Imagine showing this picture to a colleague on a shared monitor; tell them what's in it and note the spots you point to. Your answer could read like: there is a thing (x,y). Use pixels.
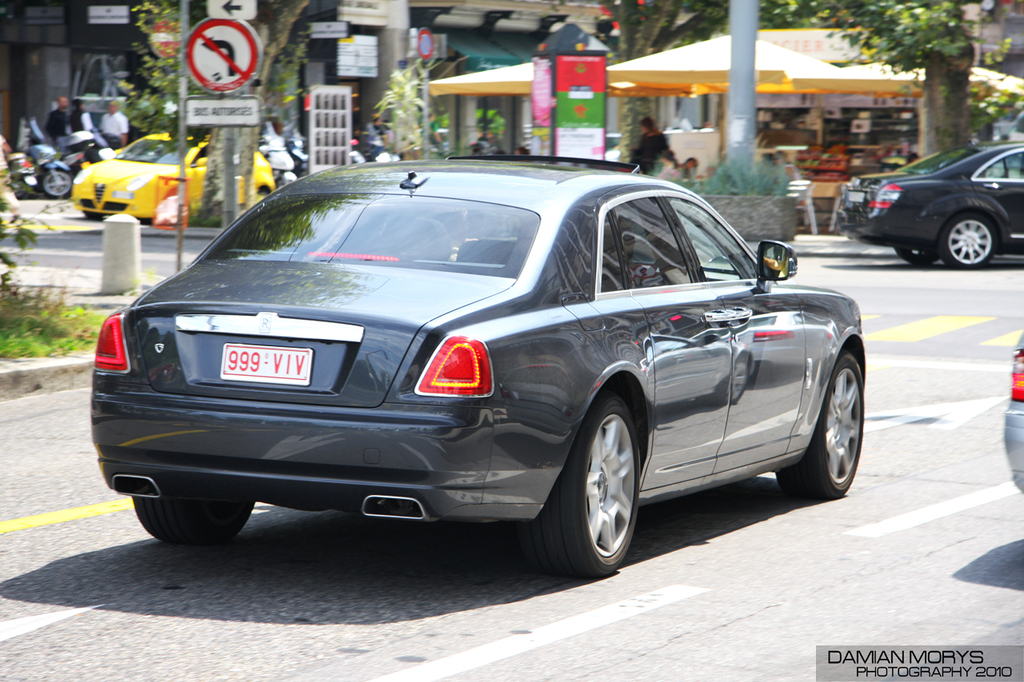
In this image we can see vehicles (762,431) on the road (949,594). In the background of the image (701,79) there are stalls (669,75), trees (844,25), poles (735,18). To the left side of the image (1,330) there is grass (42,315). At the bottom of the image (977,654) there is text (831,657).
